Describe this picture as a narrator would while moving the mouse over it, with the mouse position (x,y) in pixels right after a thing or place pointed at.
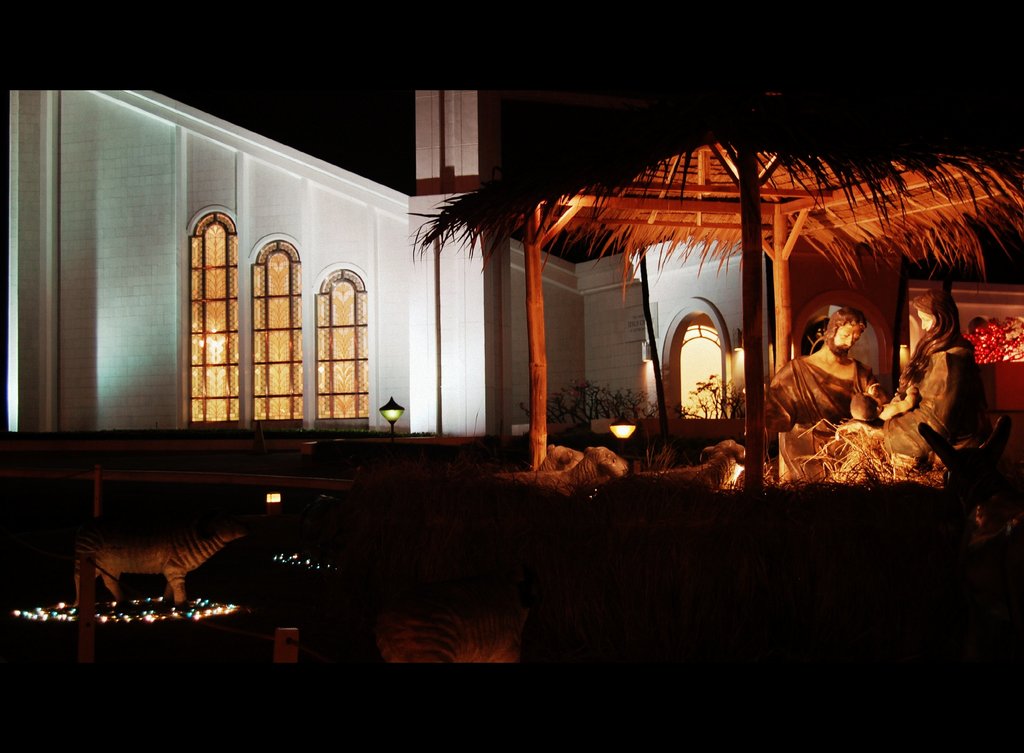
In the image we can see some sculptures (988,453) and hut (619,228). Behind the hut (921,210) there is a building (452,326) and lights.
